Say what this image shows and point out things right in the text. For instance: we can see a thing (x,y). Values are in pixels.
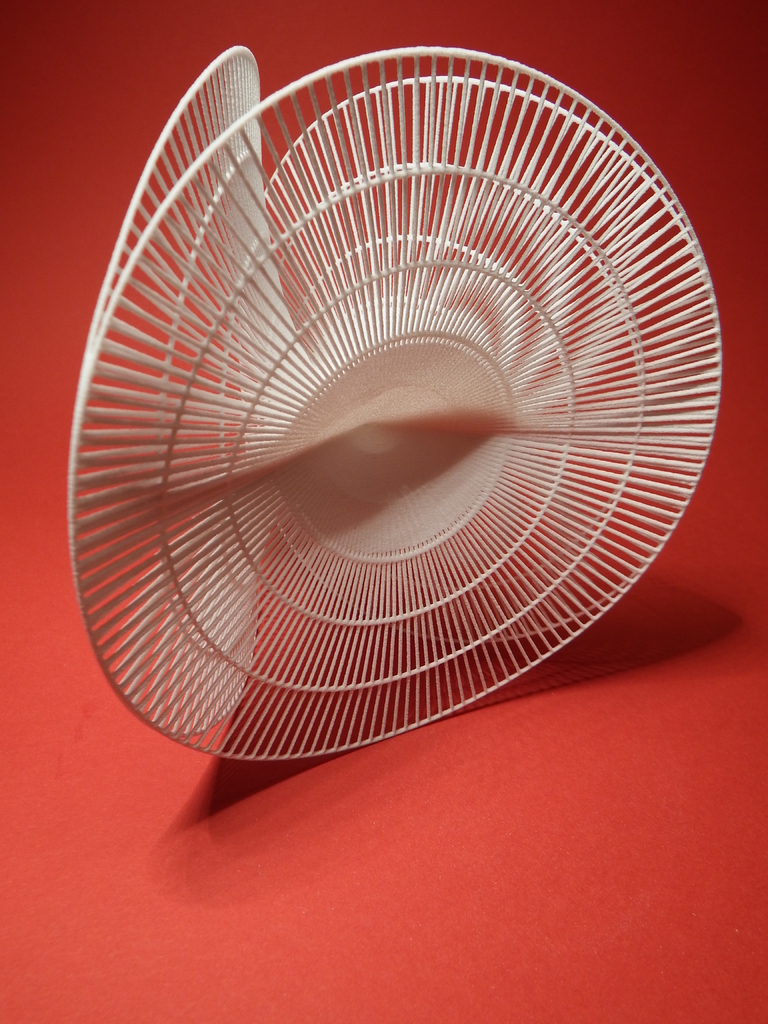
In this image there is an object (468,425).
